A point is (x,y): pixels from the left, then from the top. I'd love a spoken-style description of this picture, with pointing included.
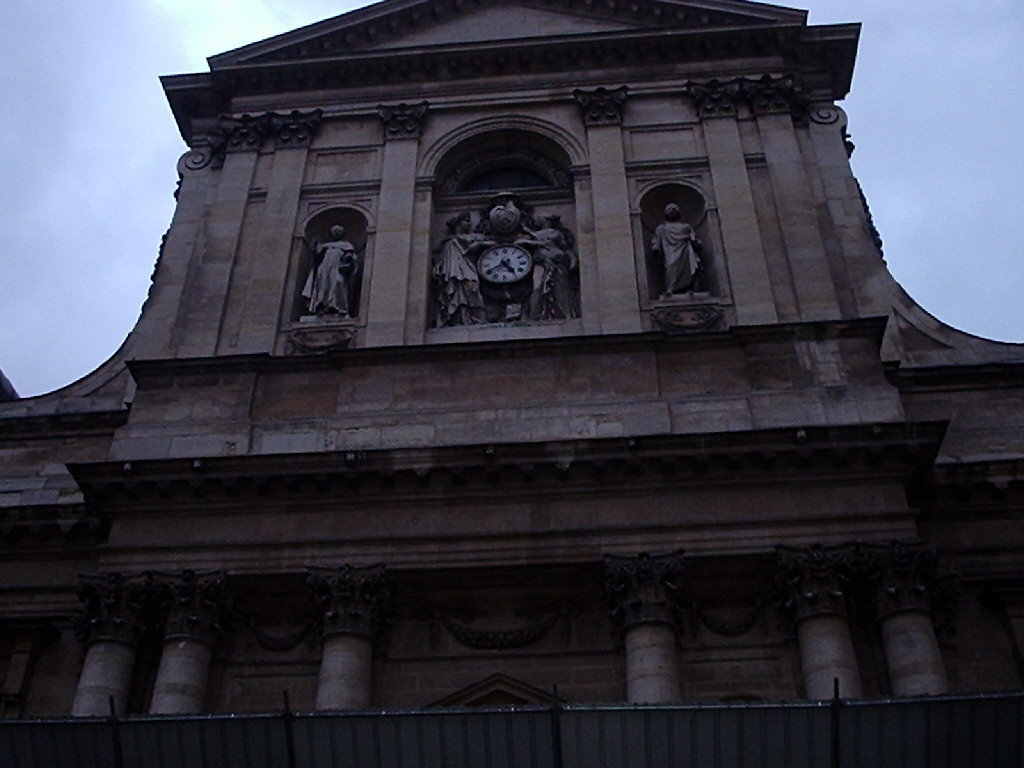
In the foreground of the picture (472,370) we can see a building (508,285). In the middle of the building (520,230) we can see sculptures (335,296) and a clock (485,258). At the top (145,63) there is sky (924,56).
